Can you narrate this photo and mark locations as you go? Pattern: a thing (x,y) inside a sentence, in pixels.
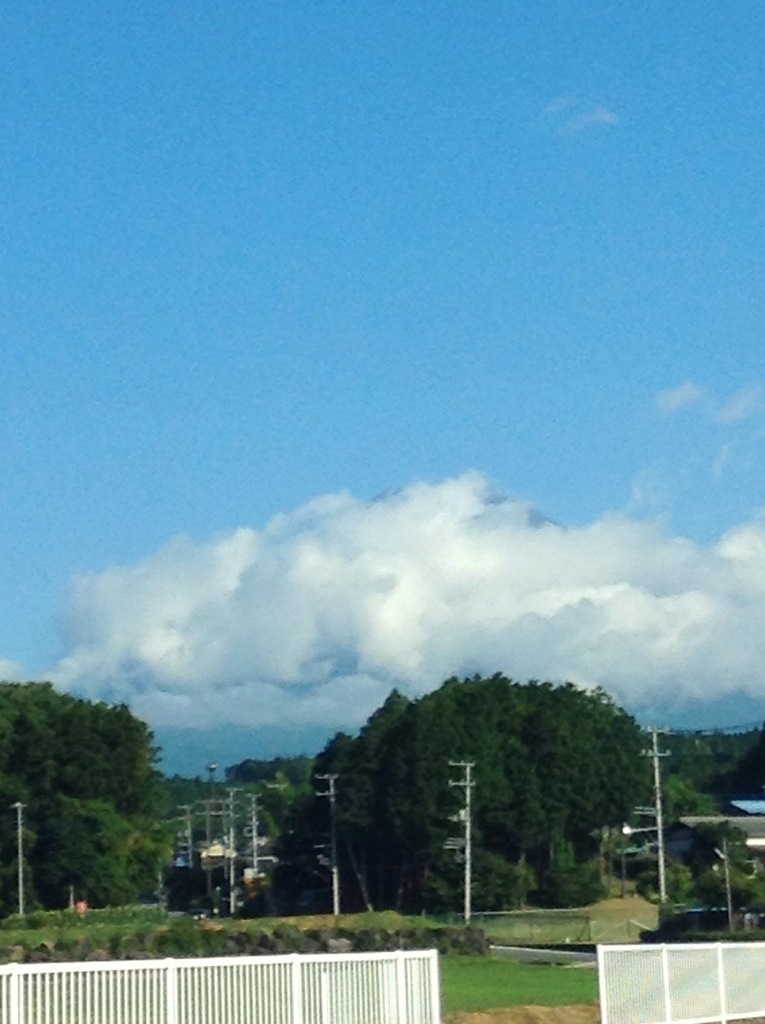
This image is taken outdoors. At the top of the image (350,264) there is a sky (451,617) with clouds (398,577). In the background (537,754) there are many trees (315,886), plants (689,869), street lights (207,857) and poles (338,881). At the bottom of the image (140,957) there is a ground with grass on it and there is a fencing (329,958).
